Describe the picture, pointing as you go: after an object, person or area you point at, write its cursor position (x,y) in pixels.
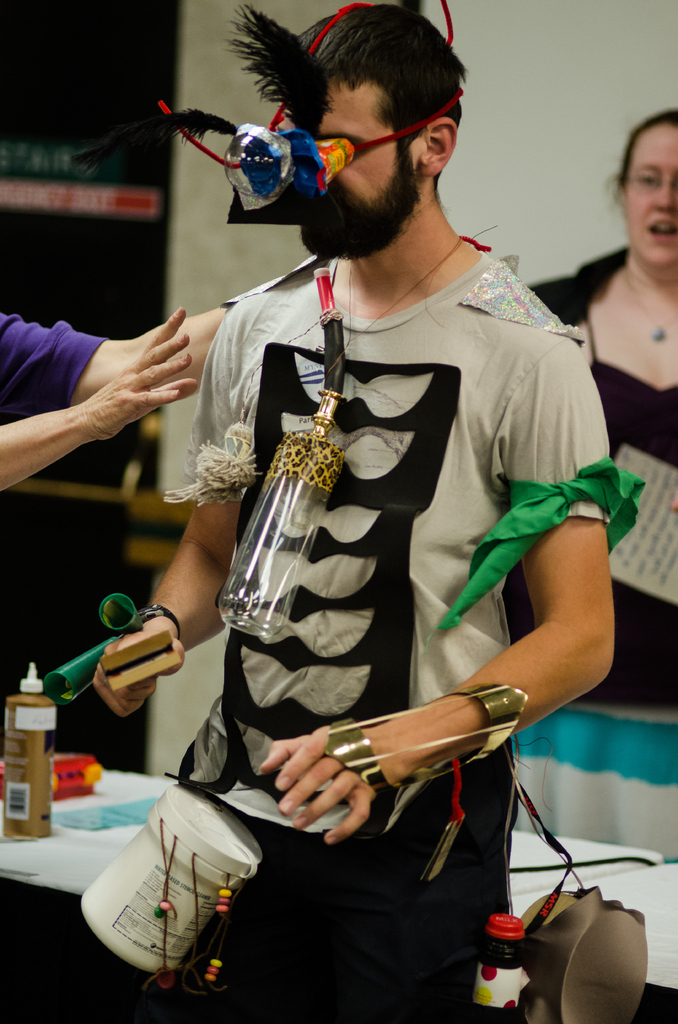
Here I can see a man (370,968) wearing a t-shirt (404,401), mask (281,174) and some other objects (267,574) and standing. On the left side (83,417), I can see another person's hands (113,367). At the back of this man (410,921) there is a table (74,801) on which a bottle (17,790) and some other objects (89,813) are placed. On the right side (616,430) there is a woman (664,388). In the background (563,122) there is a wall (567,72).
